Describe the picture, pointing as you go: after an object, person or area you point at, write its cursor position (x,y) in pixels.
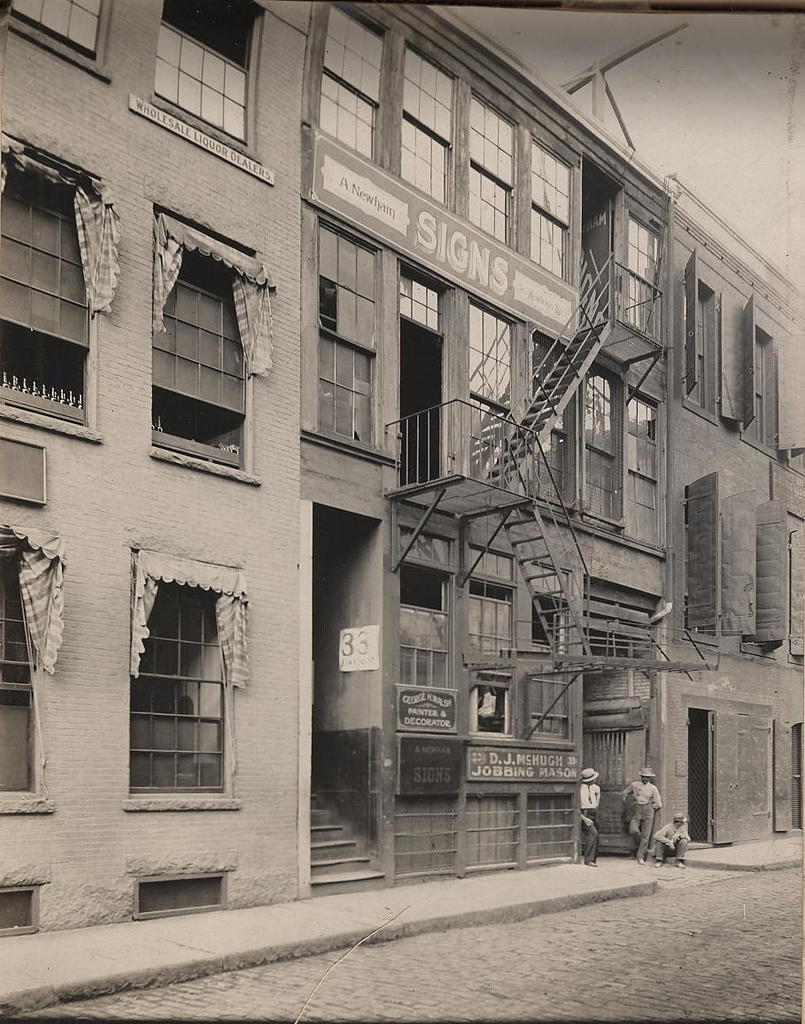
This is a black and white photo. In this picture we can see the buildings (464,431), windows (506,713), stairs (529,437), boards (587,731), posters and some people (632,789). At the bottom of the image (539,967) we can see the road (702,937). At the top of the image (705,106) we can see the sky (615,118).
